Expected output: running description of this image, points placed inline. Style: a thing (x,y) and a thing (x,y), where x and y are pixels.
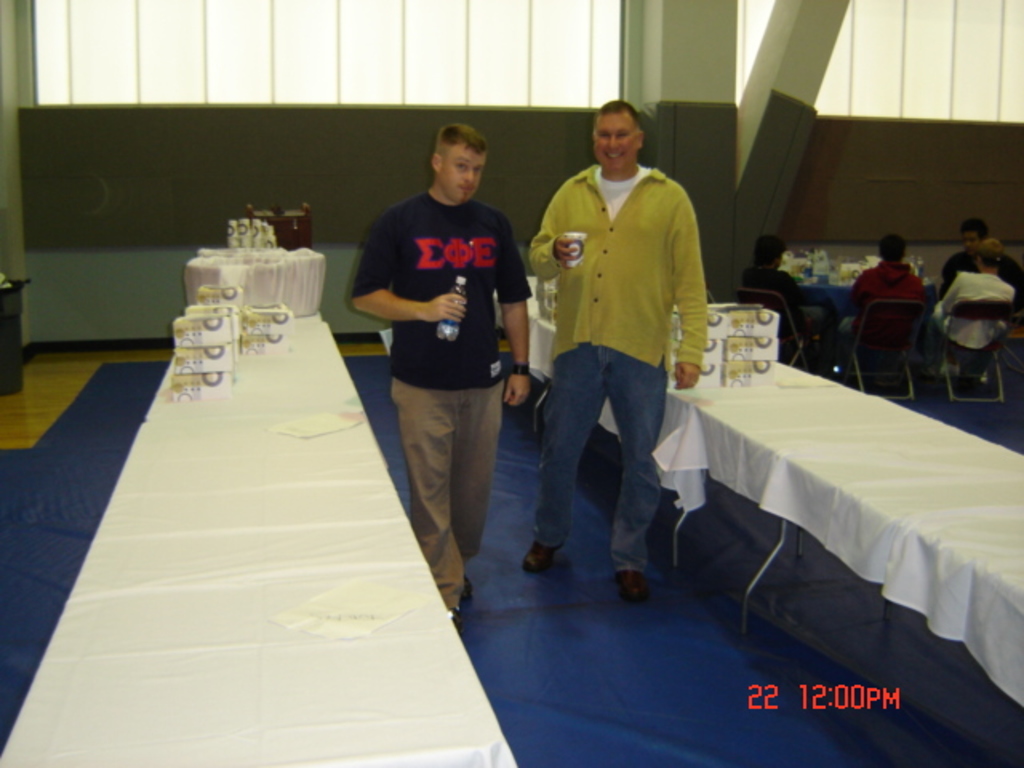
There are two persons (513,289) standing on a blue mat (591,479) and there are two tables (711,408) on the either side of them which has some objects (724,352) on it and there are group of people (897,285) sitting in the right corner (900,267).
